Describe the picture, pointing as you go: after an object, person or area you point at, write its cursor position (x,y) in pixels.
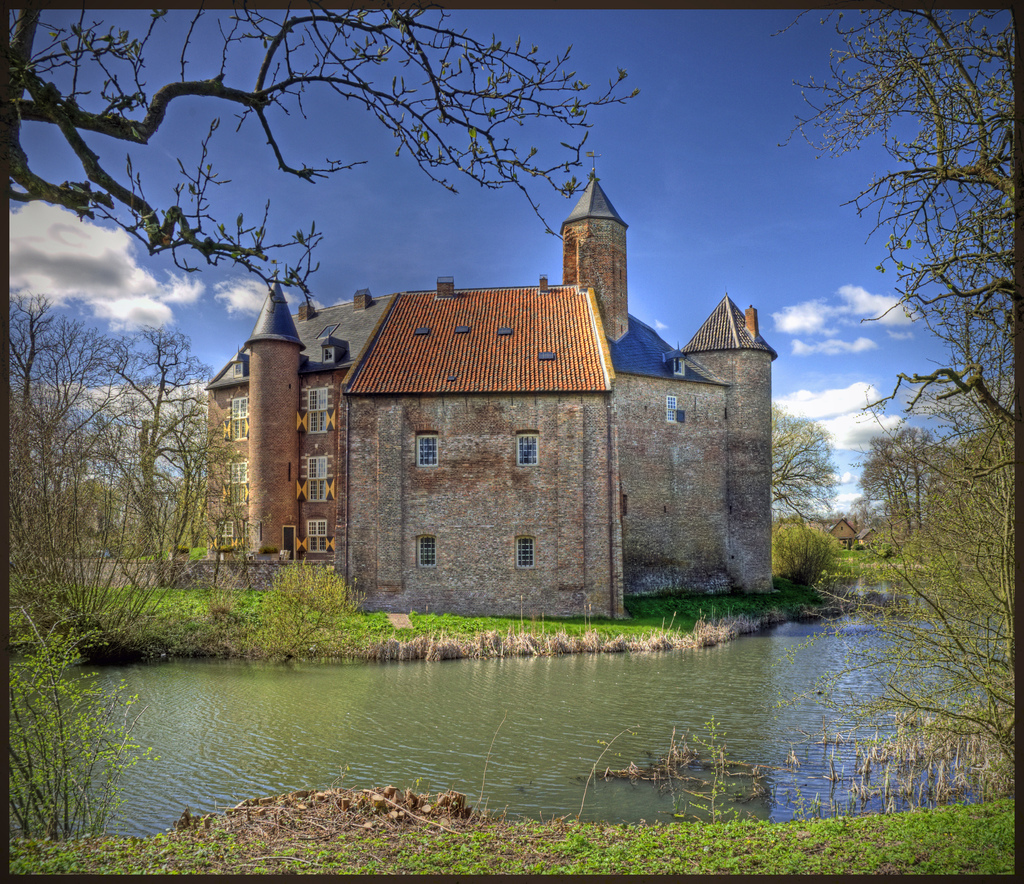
In this image I can see a building (529,429). I can see the water surface (565,753). I can see few trees (956,453). In the background (933,356) I can see some clouds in the sky (943,376).
